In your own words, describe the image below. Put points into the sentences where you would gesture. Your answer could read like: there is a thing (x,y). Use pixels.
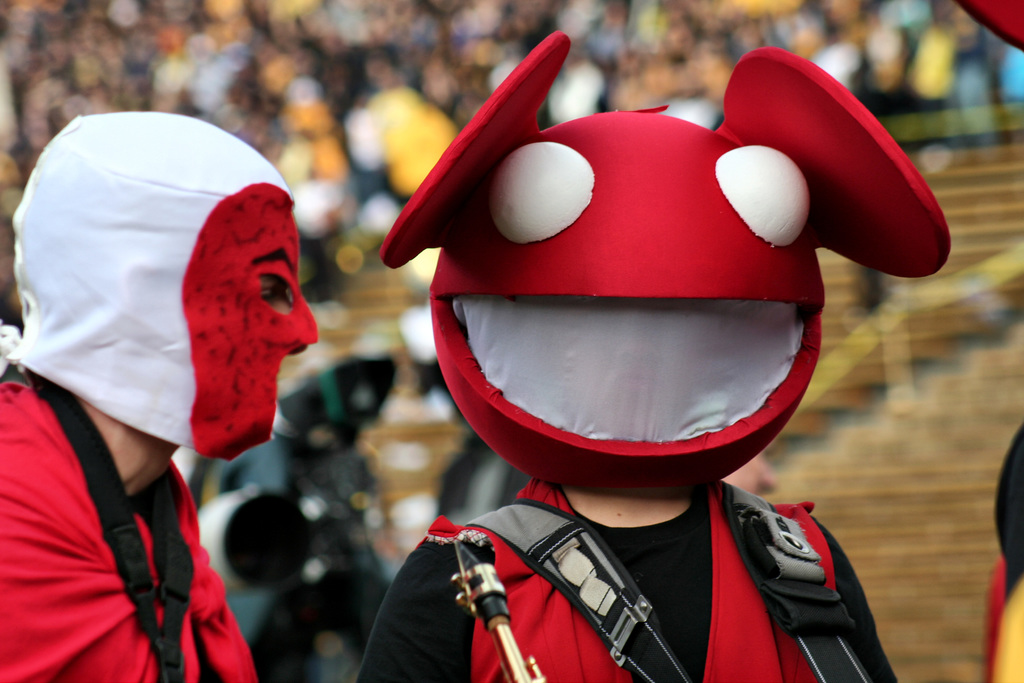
In this picture we can see two people (425,184) wore costumes (416,240) and in front of them we can see an object (511,674) and in the background (322,169) it is blurry.
